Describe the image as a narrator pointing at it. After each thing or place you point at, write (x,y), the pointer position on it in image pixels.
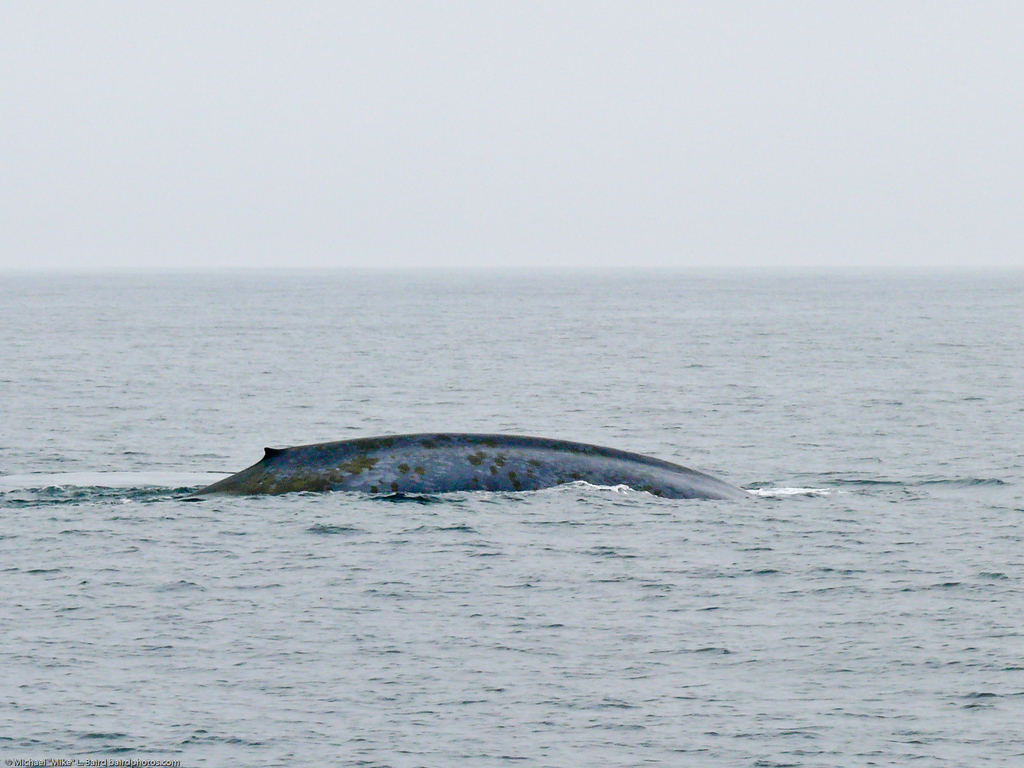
This image is clicked near the ocean (311,594). At the bottom (692,623), there is water (693,569). In the middle (396,461), it looks like a whale (523,450). At the top (239,170), there is sky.
